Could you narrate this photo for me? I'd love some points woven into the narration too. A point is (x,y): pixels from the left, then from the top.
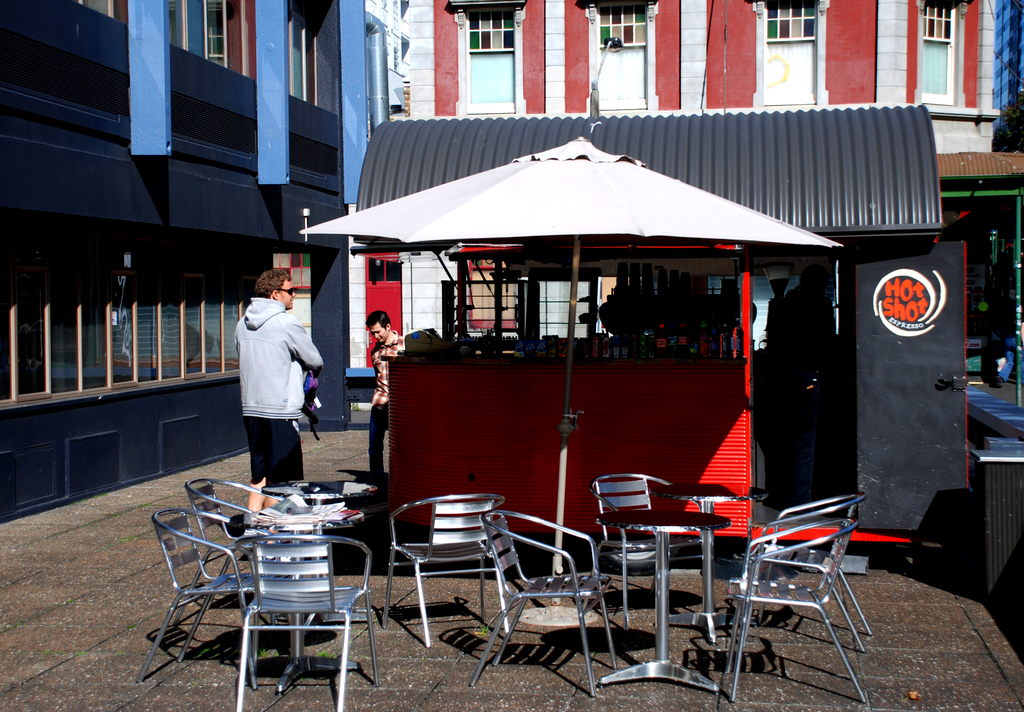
On the background (575,76) we can see buildings (711,80) with windows (468,63). Here we can see one store (462,349). In Front of a store (708,466) we can see few chairs (223,572) and tables (317,666). We can see two persons (275,399) standing near to the store (405,369).
